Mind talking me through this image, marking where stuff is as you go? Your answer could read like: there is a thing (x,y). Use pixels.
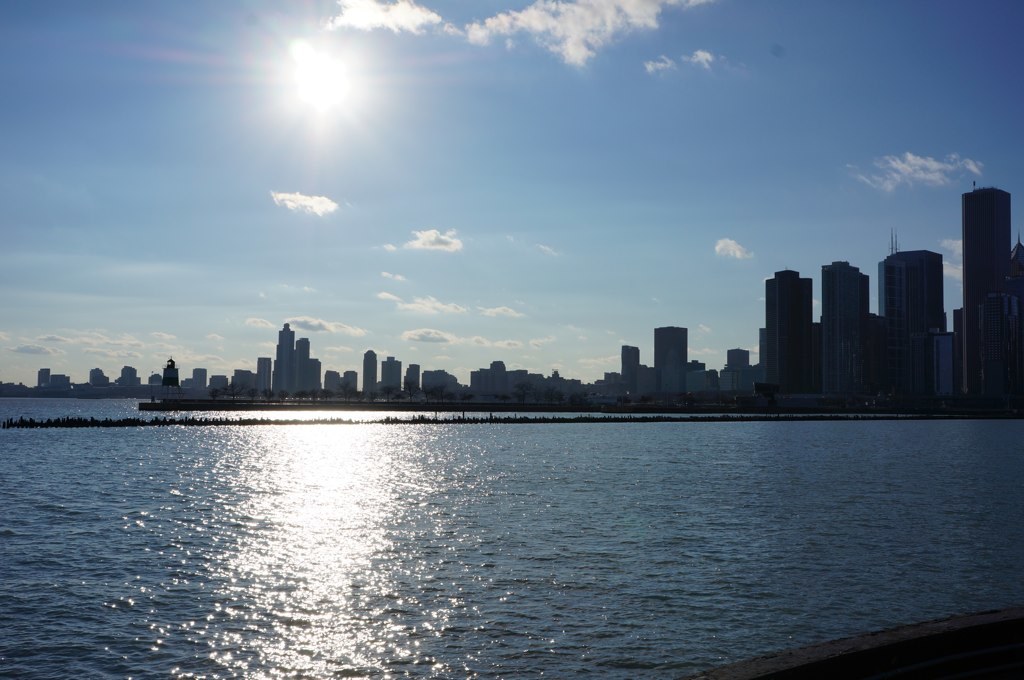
This is the picture of water (429,501) surrounded with many buildings (622,367). And on the background (542,276) there is a sky (723,197) with clouds (554,37).
